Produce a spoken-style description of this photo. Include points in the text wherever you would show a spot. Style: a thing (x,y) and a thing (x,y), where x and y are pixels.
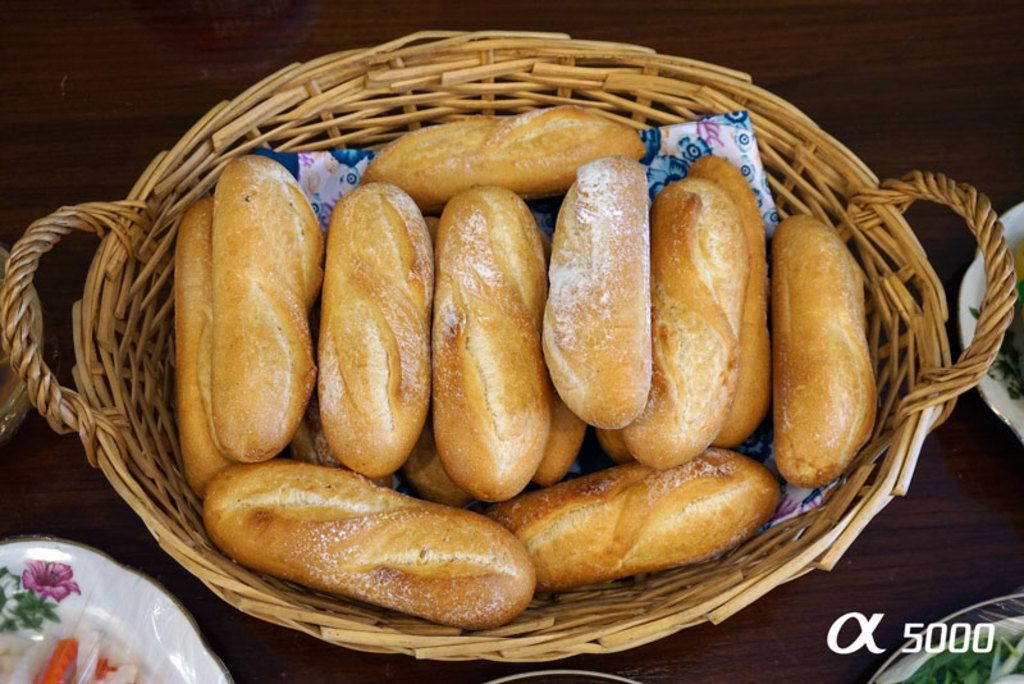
In this image there are objects (182,656) on the left (199,680) and right corner (984,682). There is a food (466,147) in the basket (125,327) in the foreground (552,475). And the background (868,9) is colored.
